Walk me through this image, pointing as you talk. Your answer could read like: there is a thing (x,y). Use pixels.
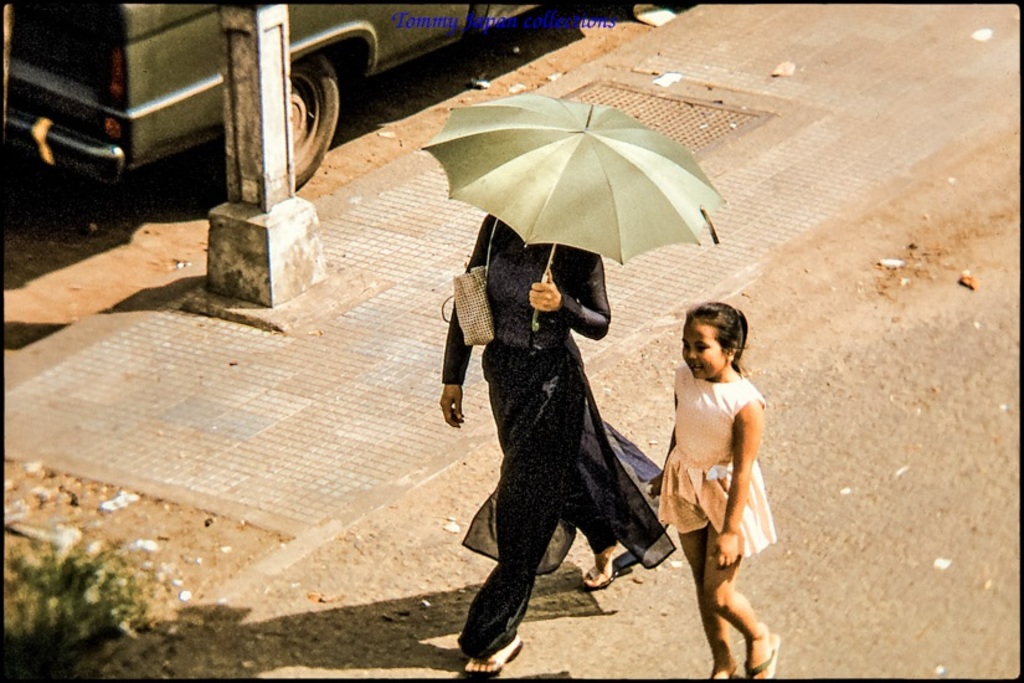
In this image we can see a person (511,391) and a girl (684,414) is walking on the road (440,595) and the woman (503,451) is holding an umbrella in the hand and carrying a bag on the shoulder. In the background (151,92) we can see a vehicle (153,80) on the ground (99,500), pole (240,100) and metal door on a footpath (364,350).
